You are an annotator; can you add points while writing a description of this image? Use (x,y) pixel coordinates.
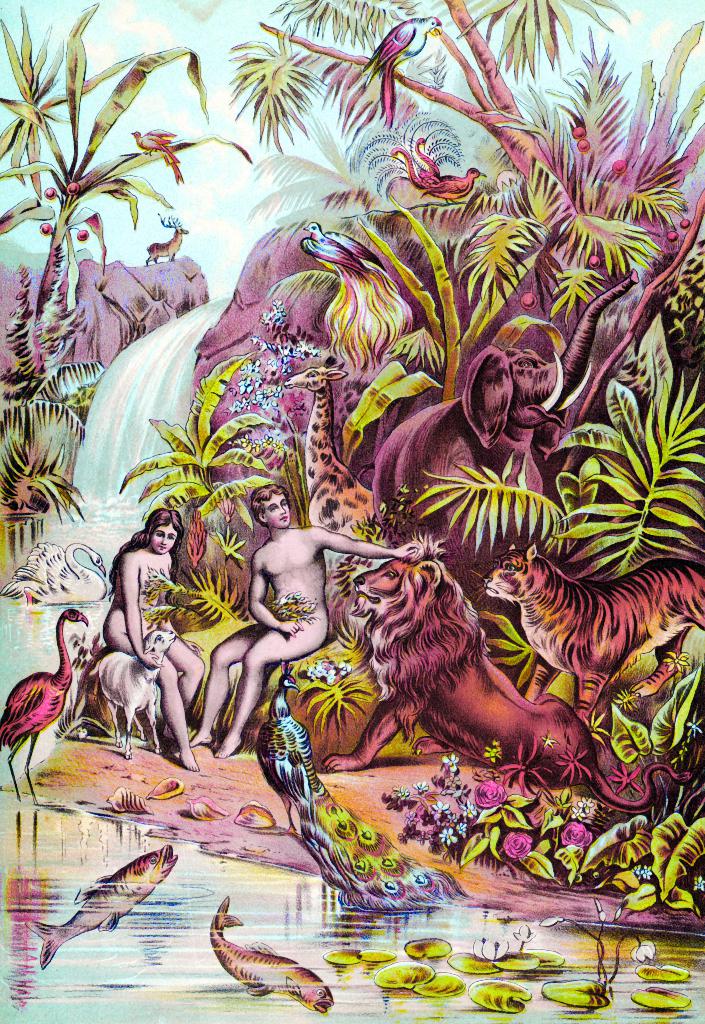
In the picture there are paintings (400,563) of human beings (161,598), animals (485,434), plants (60,258) and other scenery pictures (229,773).
